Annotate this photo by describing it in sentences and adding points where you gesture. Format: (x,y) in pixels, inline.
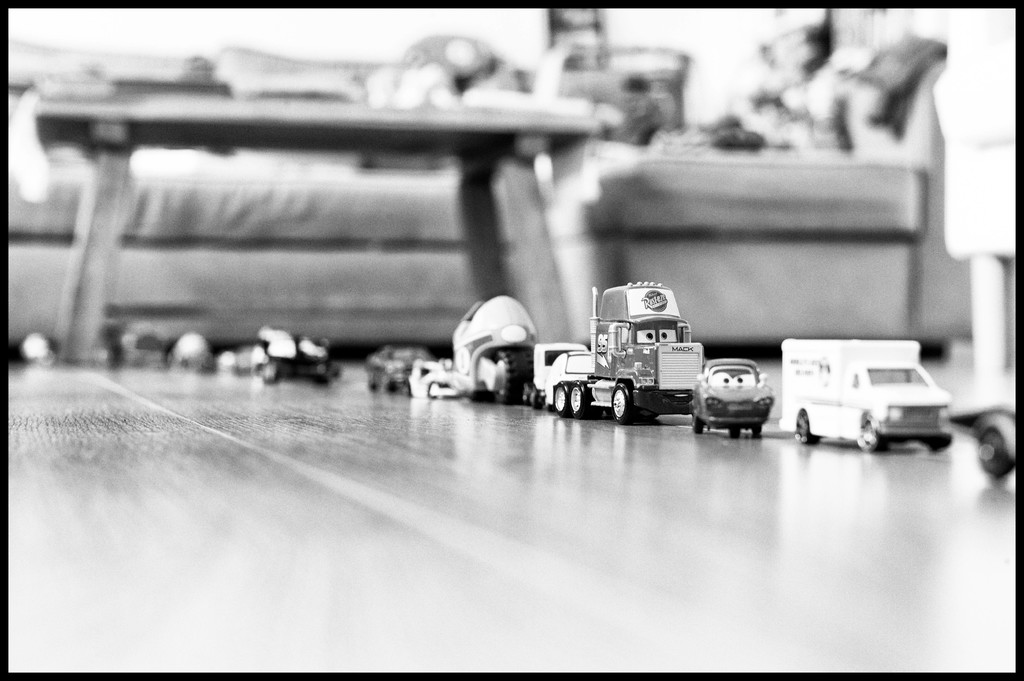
This is a black and white picture, there are many cars (559,375) and truck toys (633,395) on the floor (924,554) and behind there is a sofa (33,192) with table (104,176) in front of it.
